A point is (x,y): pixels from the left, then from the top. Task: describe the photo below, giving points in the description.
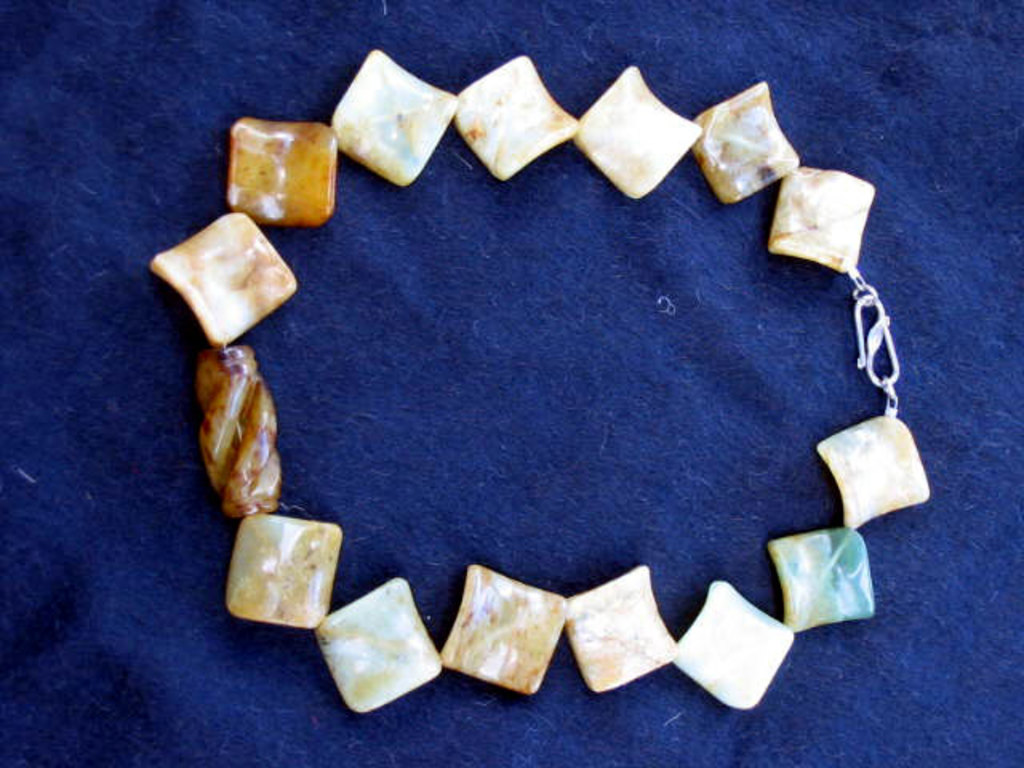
In this image, we can see pebbles (355,128) to a chain (273,499). At the bottom (166,611), there is a blue color cloth (429,430).
